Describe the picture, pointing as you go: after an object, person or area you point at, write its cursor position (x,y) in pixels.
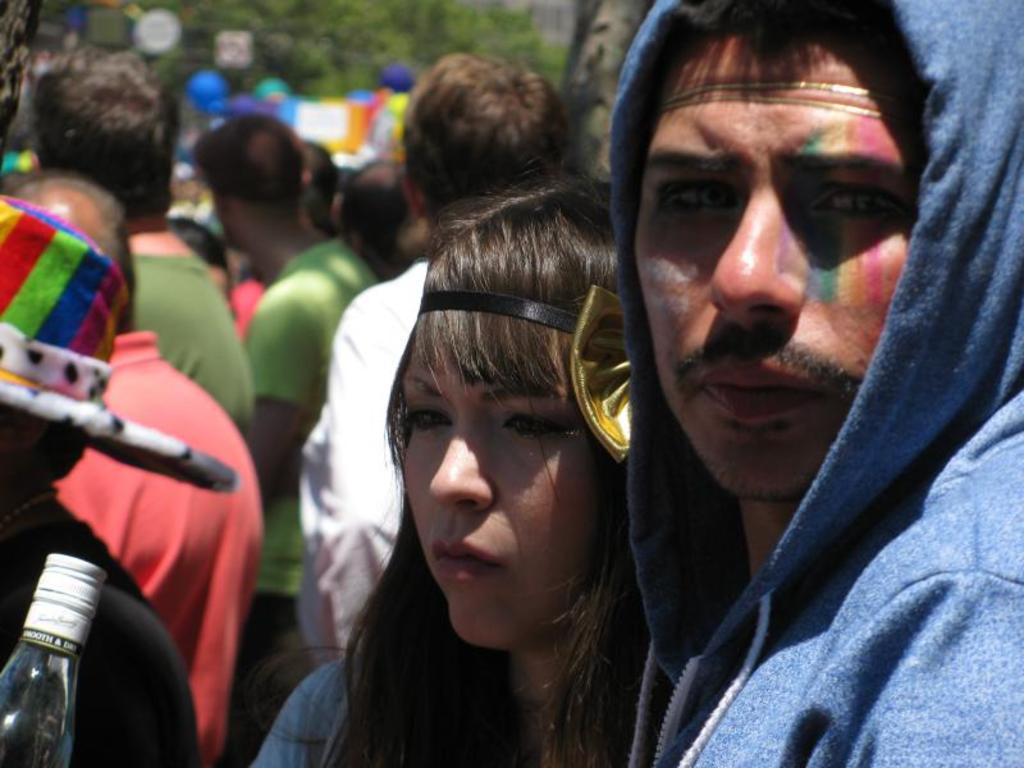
In this image we can see persons (686,458). On the left side of the image (21,705) it looks like a bottle (92,609) and a person (111,427). In the background of the image (385,188) there are some persons (430,101), trees (254,33) and some other objects (312,129).
